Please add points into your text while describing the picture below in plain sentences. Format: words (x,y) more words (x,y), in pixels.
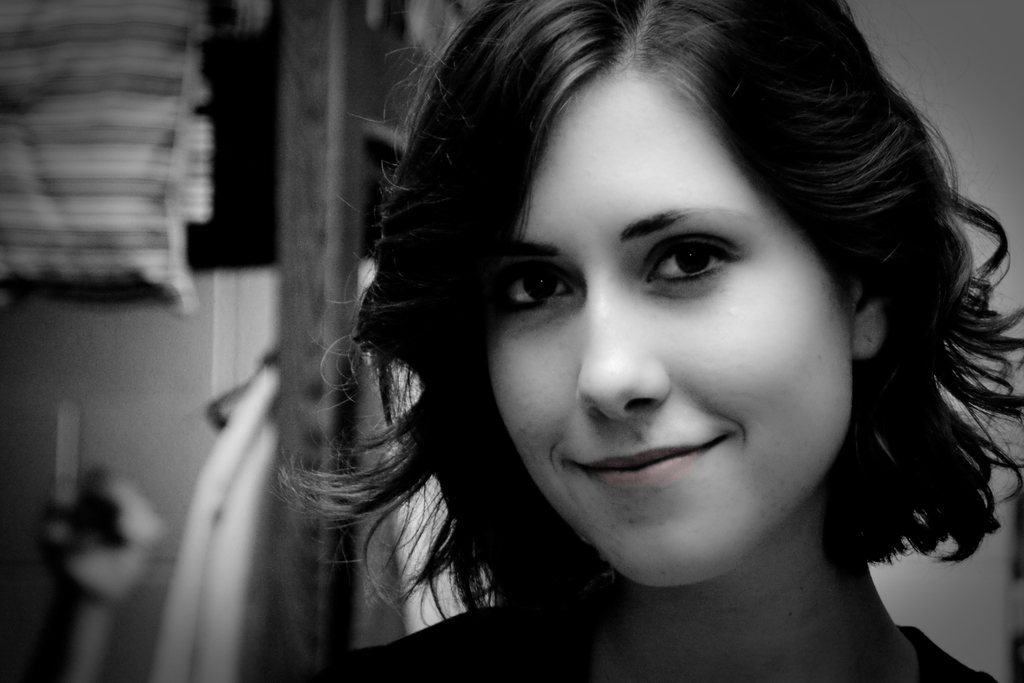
In this image, we can see a person (688,463). In the background (191,625), image is blurred.
